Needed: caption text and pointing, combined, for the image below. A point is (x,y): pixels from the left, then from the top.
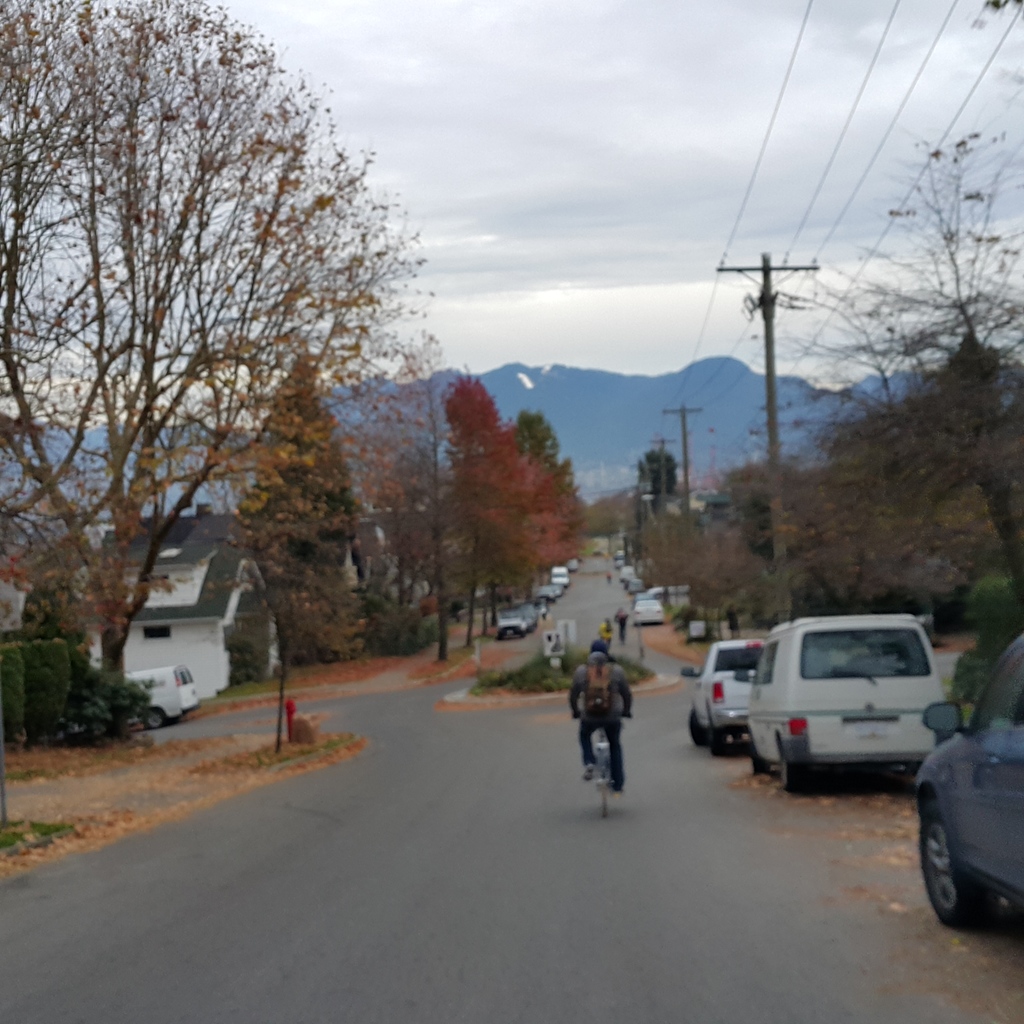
In the center of the image (520,653) there is a road (634,726). There is a person (571,704) riding a bicycle (599,747). There are cars (716,648) parked on the road (255,816). To the both sides of the image there are trees (572,468). There are electric poles (681,410) and wires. In the background of the image (756,430) there are mountains (504,395) and sky (610,313).
